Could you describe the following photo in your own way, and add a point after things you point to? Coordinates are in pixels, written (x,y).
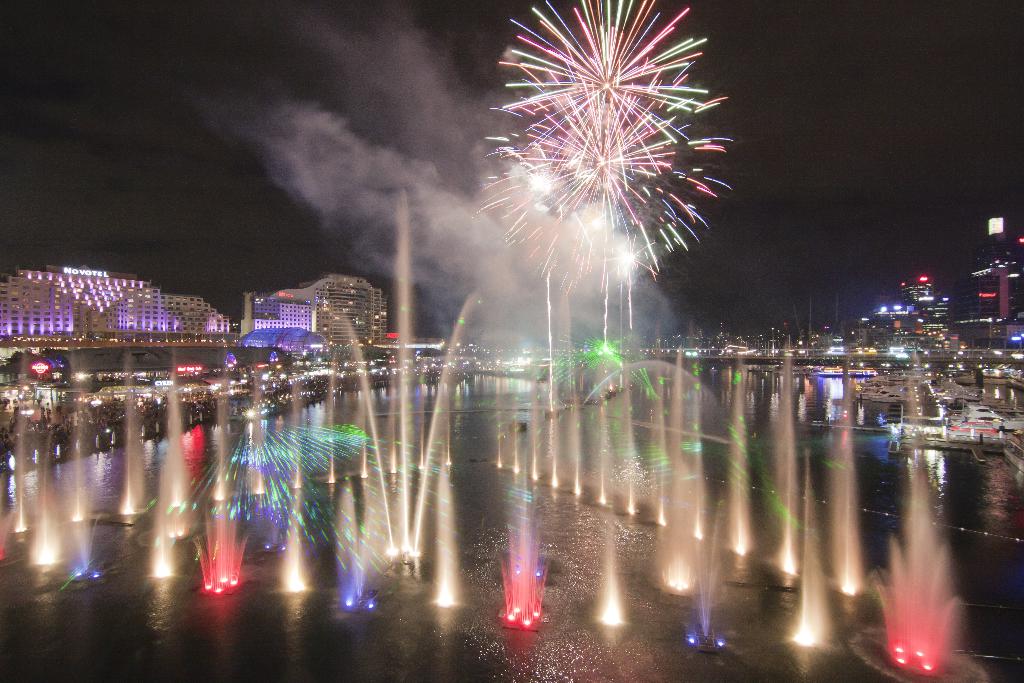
In this picture I can see the fountains (344,518) in front (426,483) and I see the lights (807,633) and on the right side of this image (964,432) I see the boats (940,386) and on the left (165,367) this image I see the buildings (198,366) and I see the buildings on the right side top and in the background (149,179) I see the fireworks (671,119) in the sky (489,10).
